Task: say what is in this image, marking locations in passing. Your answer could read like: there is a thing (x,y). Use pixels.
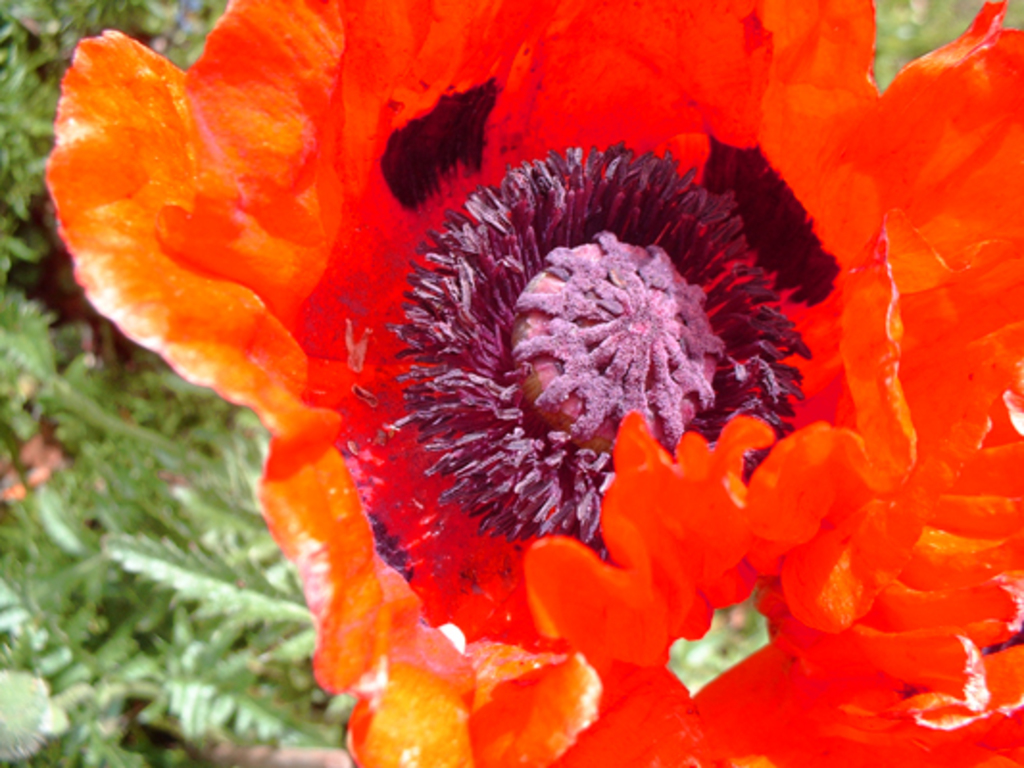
This is the picture of a flower (515,388) which is in purple and orange color and behind there are some plants (42,579).
